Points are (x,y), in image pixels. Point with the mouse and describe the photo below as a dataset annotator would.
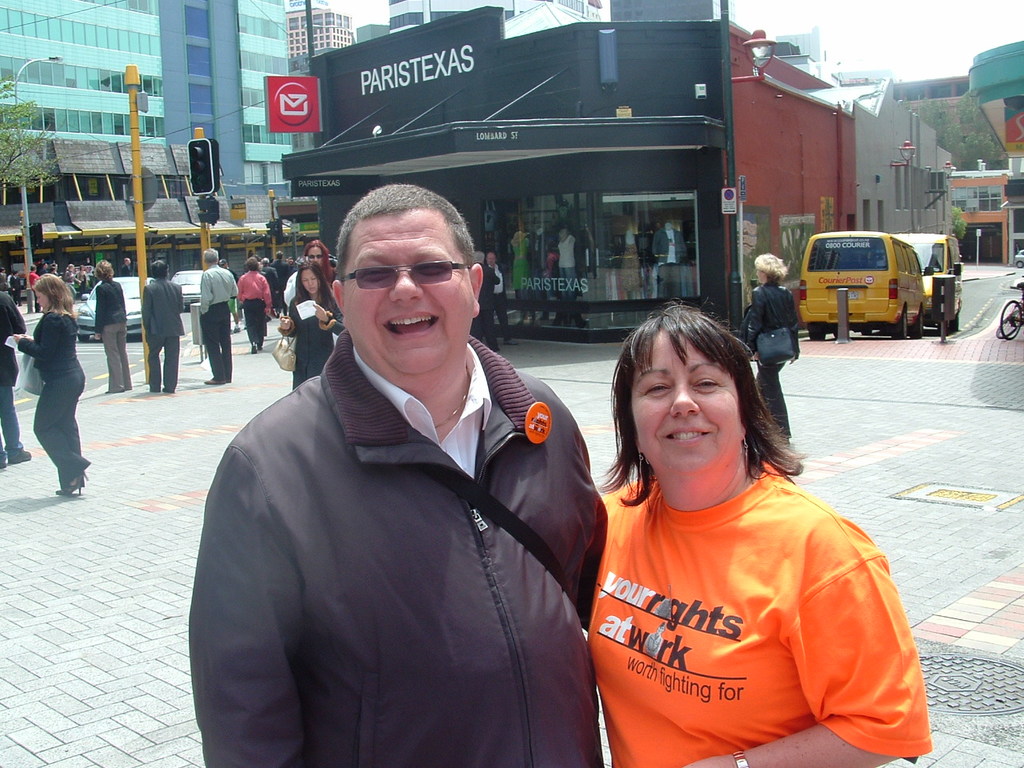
In this picture we can see a man (446,592) and a woman (603,636), they are smiling, at the back of them we can see people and vehicles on the road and in the background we can see buildings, traffic signals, electric poles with lights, trees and some objects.
